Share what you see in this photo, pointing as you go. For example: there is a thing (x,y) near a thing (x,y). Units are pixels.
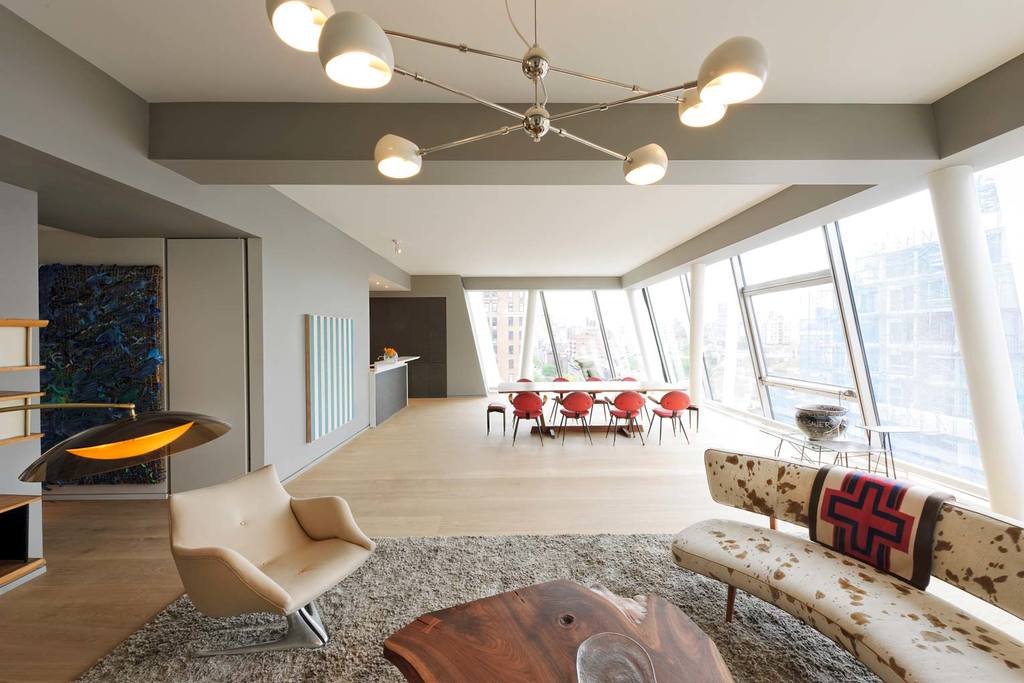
in this picture there is a table (576,617) at the center of the image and there is a sofa (779,544) at the right side of the image (792,556), there is a lamp (70,469) at the left side of the image (61,455) and there are glass windows (798,284) all around the image.
